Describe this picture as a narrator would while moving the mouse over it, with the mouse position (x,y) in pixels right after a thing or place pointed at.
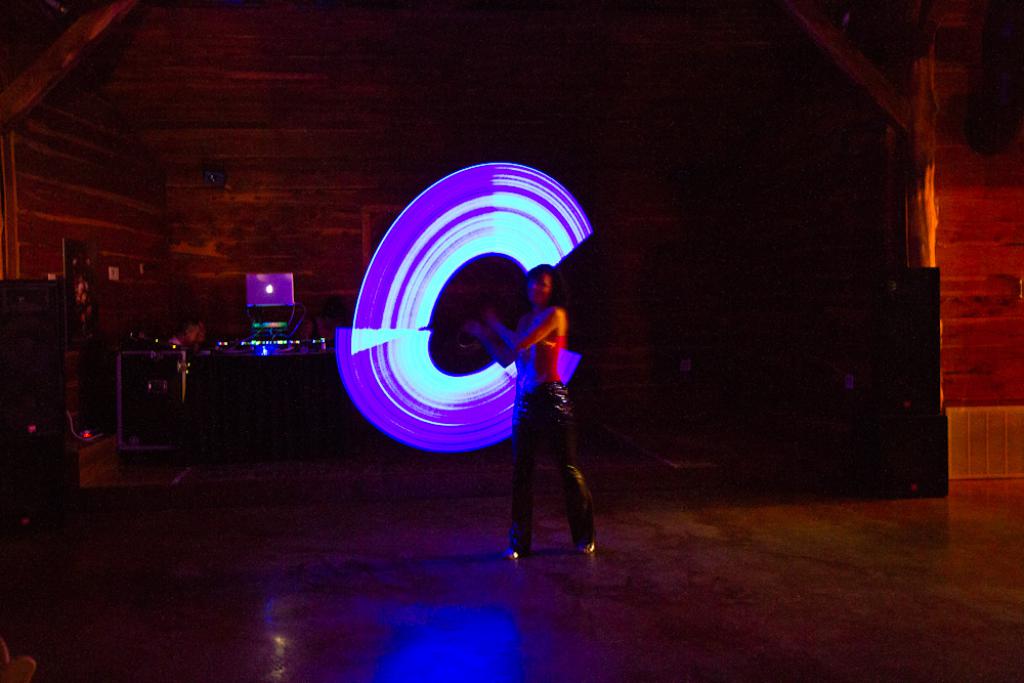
In this picture I can see a person (521,456) on the surface (406,584). I can see neon light (407,430). I can see the electronic devices (265,328) on the left side (269,345).
